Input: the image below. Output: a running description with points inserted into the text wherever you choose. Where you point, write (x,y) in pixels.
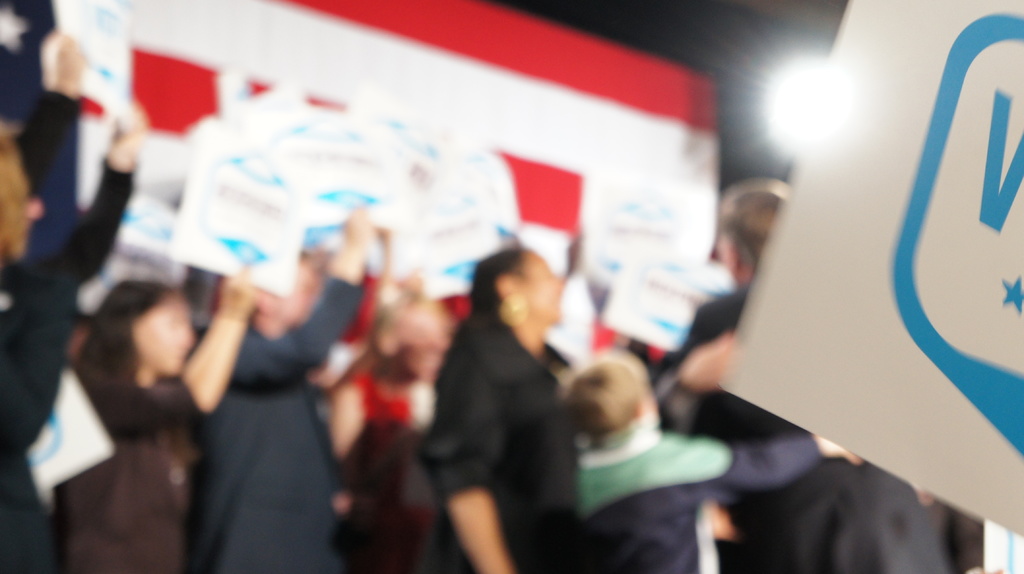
In this image, we can see some people (581,478) standing and they are holding some posters (1002,315). We can see a banner (493,65) and a light (793,65).
